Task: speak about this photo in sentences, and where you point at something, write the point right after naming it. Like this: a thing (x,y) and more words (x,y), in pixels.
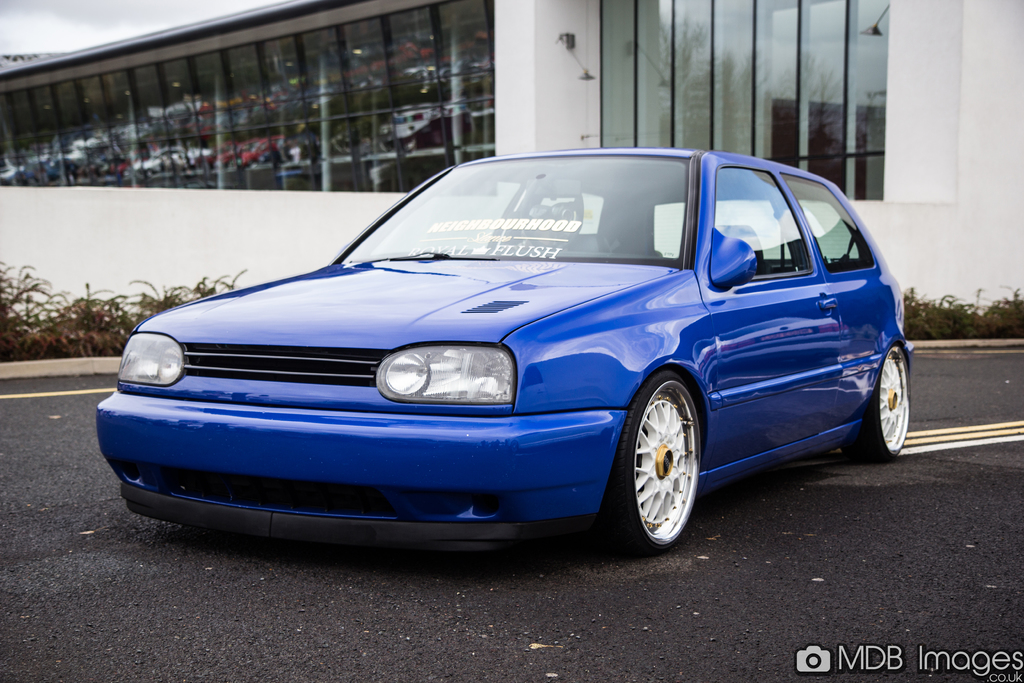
In the picture we can see a car (230,513) on the path (951,521), the car (274,494) is blue in color and behind the car (505,174) we can see some plants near the wall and behind the wall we can see a building (165,139) with glasses (150,143) to it and on the top of the building (116,154) we can see a part of the sky (75,20) with clouds (70,39).
